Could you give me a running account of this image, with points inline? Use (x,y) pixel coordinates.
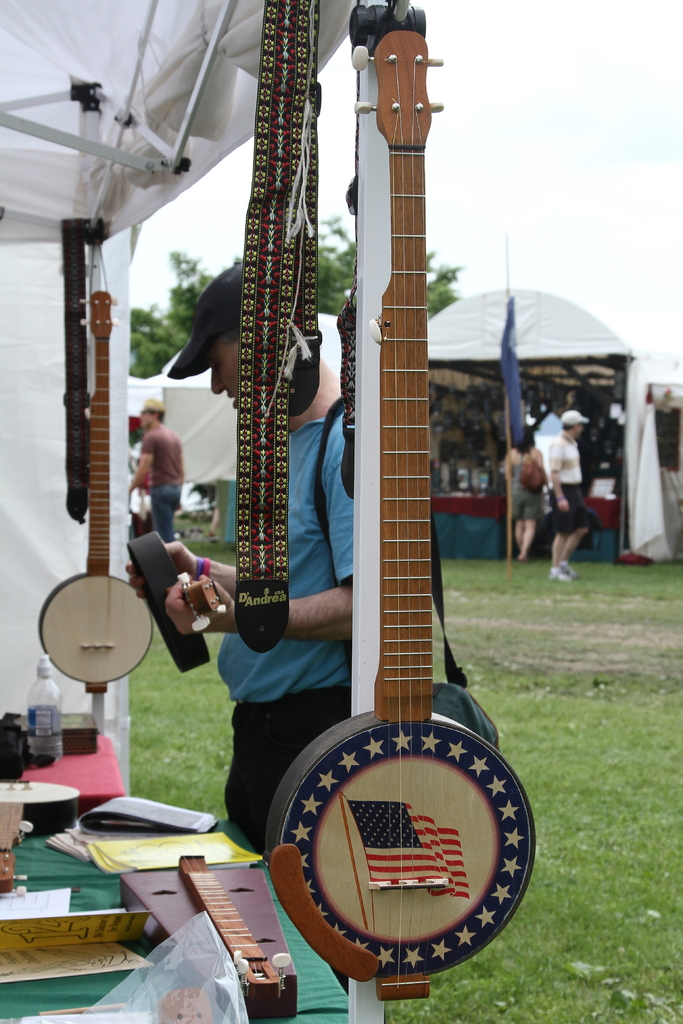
In this image we can see stalls (221,473) and musical instruments (76,652) in one of them. In the background (467,638) there are persons (292,625) standing on the ground (205,694), trees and sky (516,195).
